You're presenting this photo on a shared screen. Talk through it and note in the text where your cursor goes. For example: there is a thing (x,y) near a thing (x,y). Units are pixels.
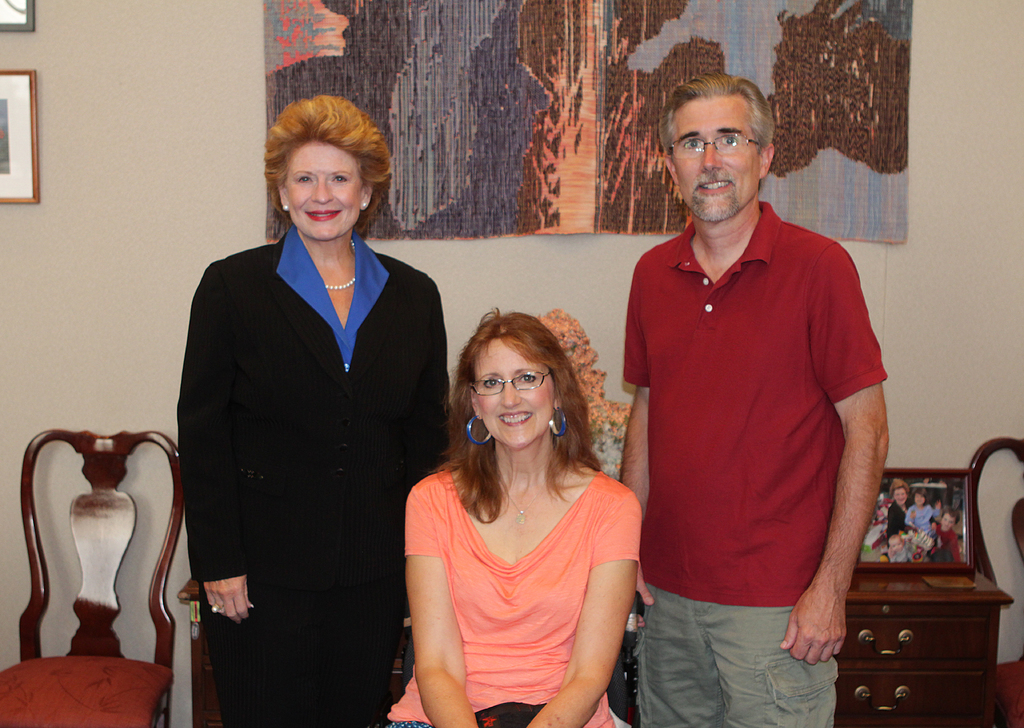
In this picture we can see three persons (343,681) in the middle (367,361). This is chair (116,524) and there is a wall (124,164). These are the frames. Here we can see a cupboard (902,648). And there is a flower vase (586,396).
